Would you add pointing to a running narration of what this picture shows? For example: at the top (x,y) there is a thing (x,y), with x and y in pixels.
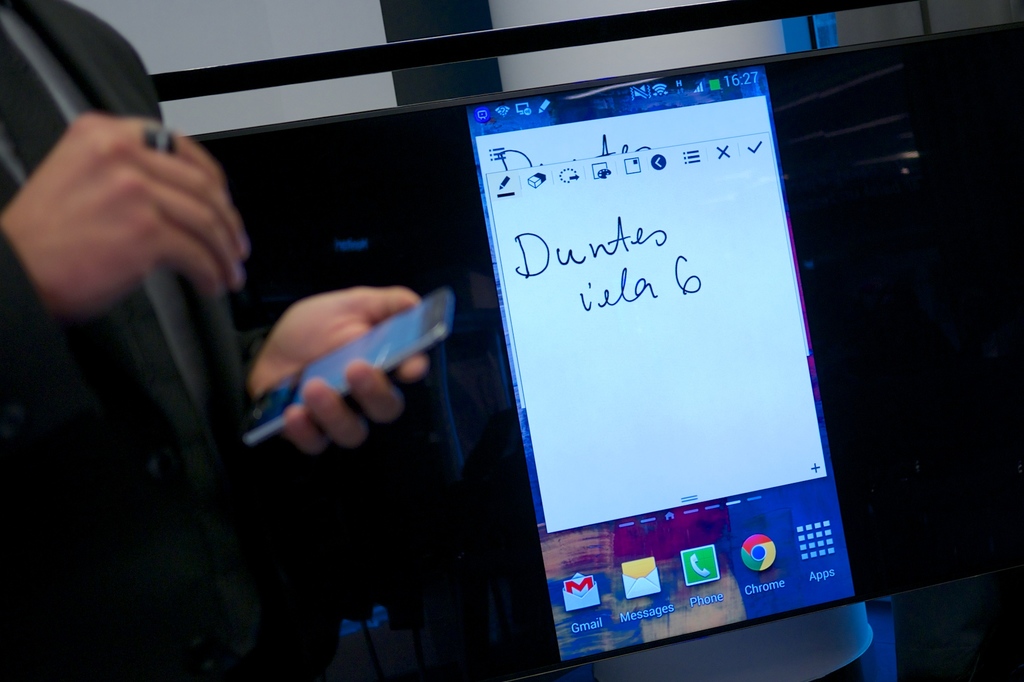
In the image we can see there is a man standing and he is holding mobile phone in his hand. There is a mobile phone screen (671,409) shown on a large display (814,590).
